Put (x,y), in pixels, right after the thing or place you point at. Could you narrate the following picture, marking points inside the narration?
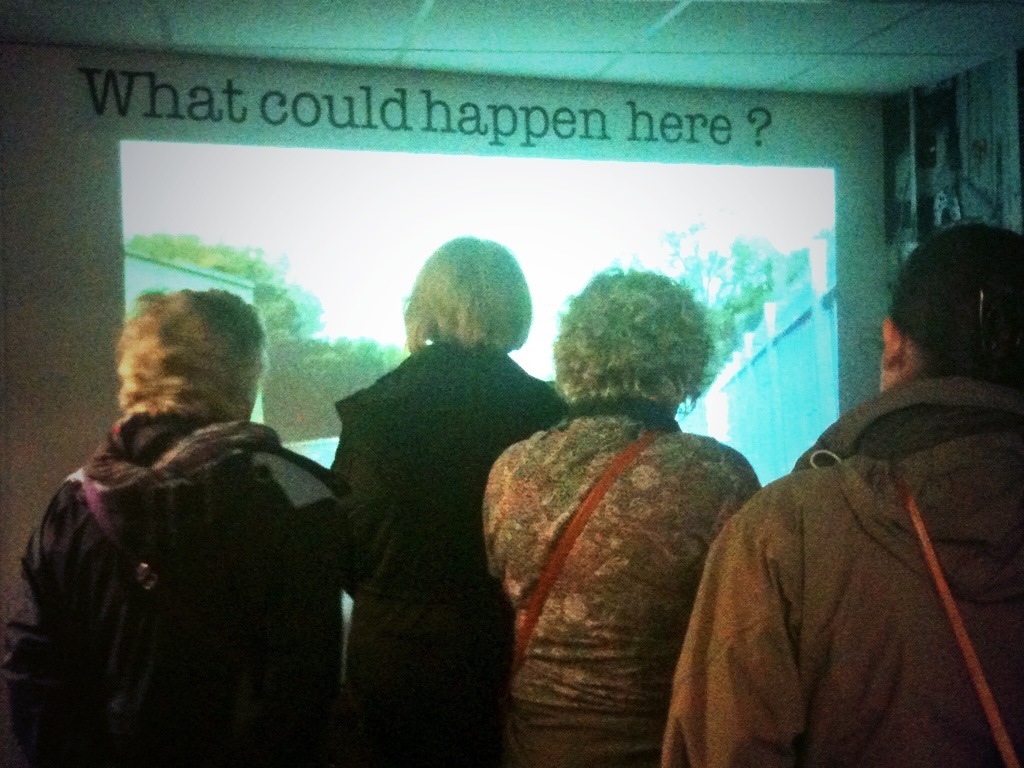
In this image we can see people (382,520) standing on the floor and there is a display screen (825,325) in the background (392,324).
